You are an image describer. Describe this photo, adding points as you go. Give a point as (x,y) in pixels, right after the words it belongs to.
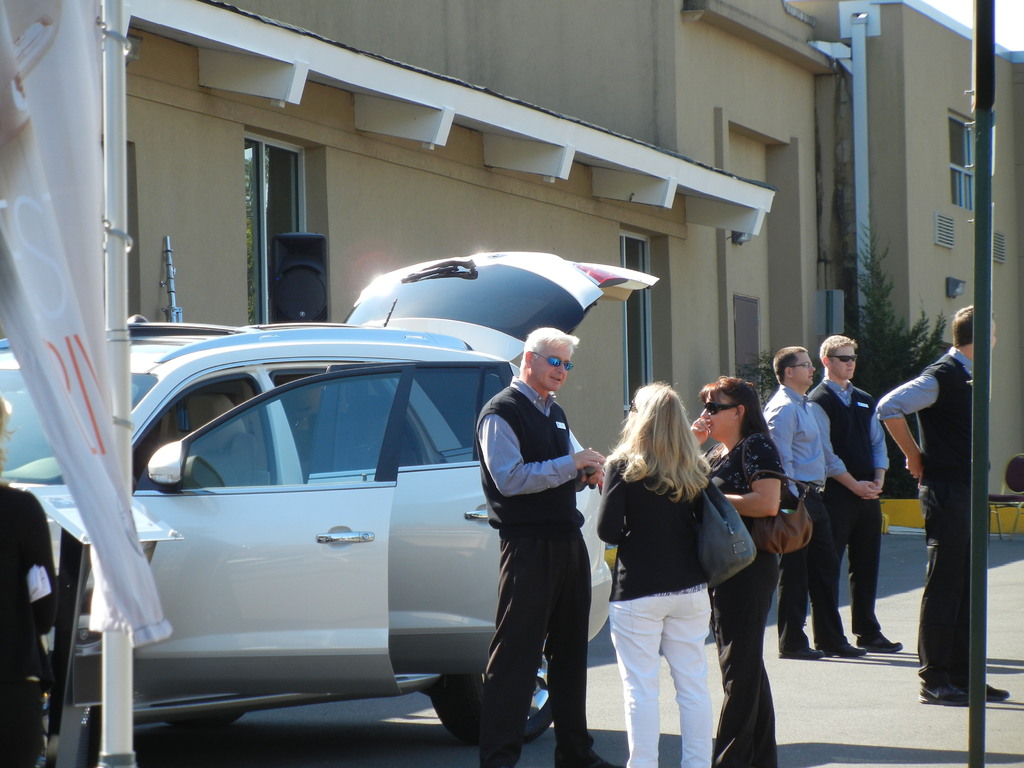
On the left (307,589) there is a car (296,511) on the road (285,724) and a person (13,647) is standing on the road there is a stand (86,688), pole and flag (67,287). In the background (397,223) there are buildings (227,277), plants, windows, and few persons (789,448) standing on the road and two women (663,533) are carrying bag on their shoulder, pole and some other objects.
